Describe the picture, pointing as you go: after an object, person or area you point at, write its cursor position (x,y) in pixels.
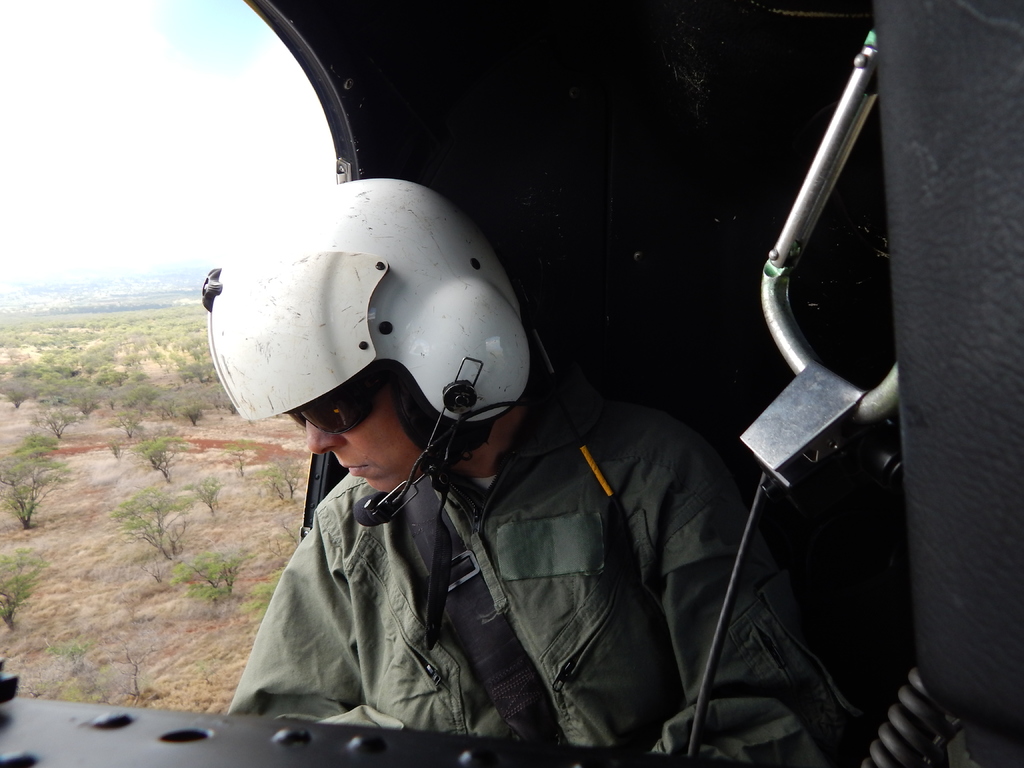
In the image we can see a person (535,589) wearing clothes (525,623), helmet (338,340) and goggles (325,427), he is sitting. This is a flying helicopter (594,130), tree (147,504), grass (178,488) and a sky (156,135).
